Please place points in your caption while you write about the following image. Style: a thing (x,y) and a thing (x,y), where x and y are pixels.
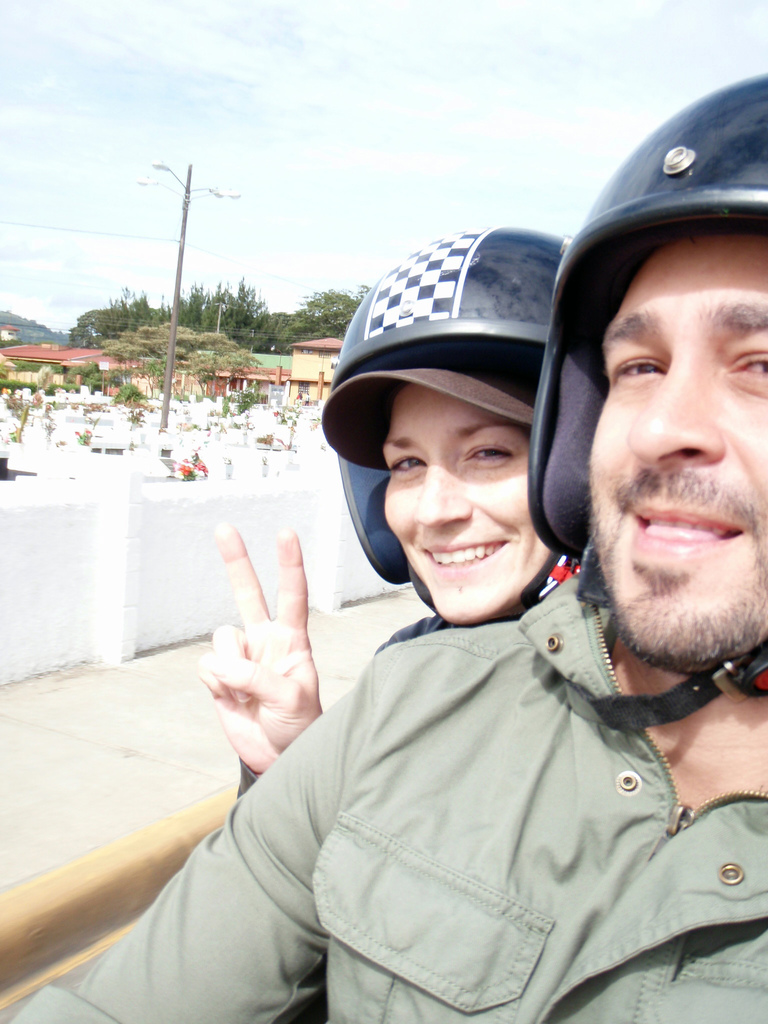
In this image I can see on the right side (594,838) a man (586,701) is smiling, he wore coat (667,774), helmet (717,230). Behind him there is another person (493,454) smiling and showing the hand (305,662). On the left side (247,315) there are trees (204,380), houses (263,370) and at the top (261,67) it is the sky (196,162).
